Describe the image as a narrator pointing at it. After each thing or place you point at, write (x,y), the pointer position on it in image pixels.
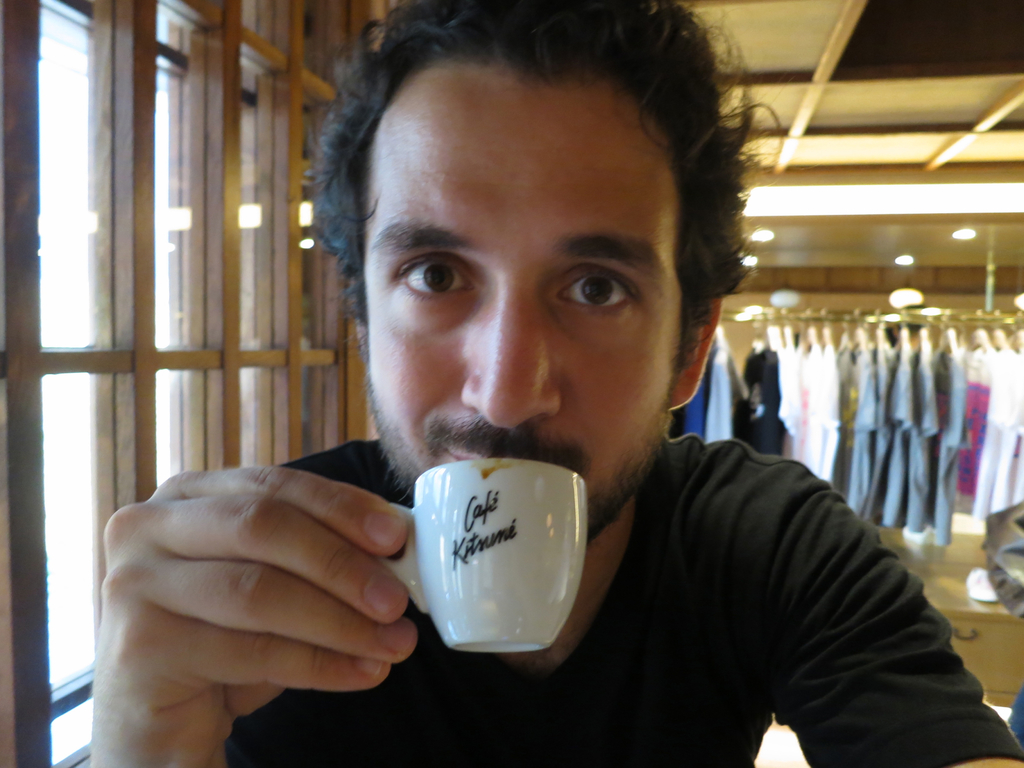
In this picture there is a man (875,725) sitting and sipping on cup (438,475) of coffee (533,629) and in the background (886,454) there are some dresses (886,454) and on to the left (183,267) there is a window (137,262).
